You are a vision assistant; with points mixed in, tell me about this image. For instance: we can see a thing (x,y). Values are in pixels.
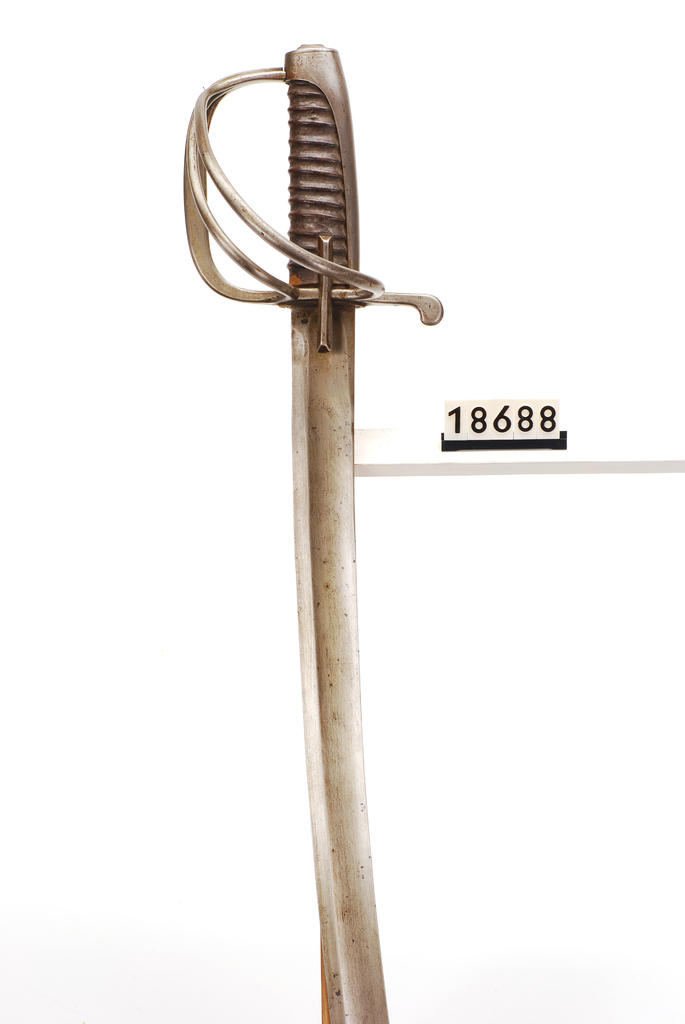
In this image I can see a sword (324,666).
